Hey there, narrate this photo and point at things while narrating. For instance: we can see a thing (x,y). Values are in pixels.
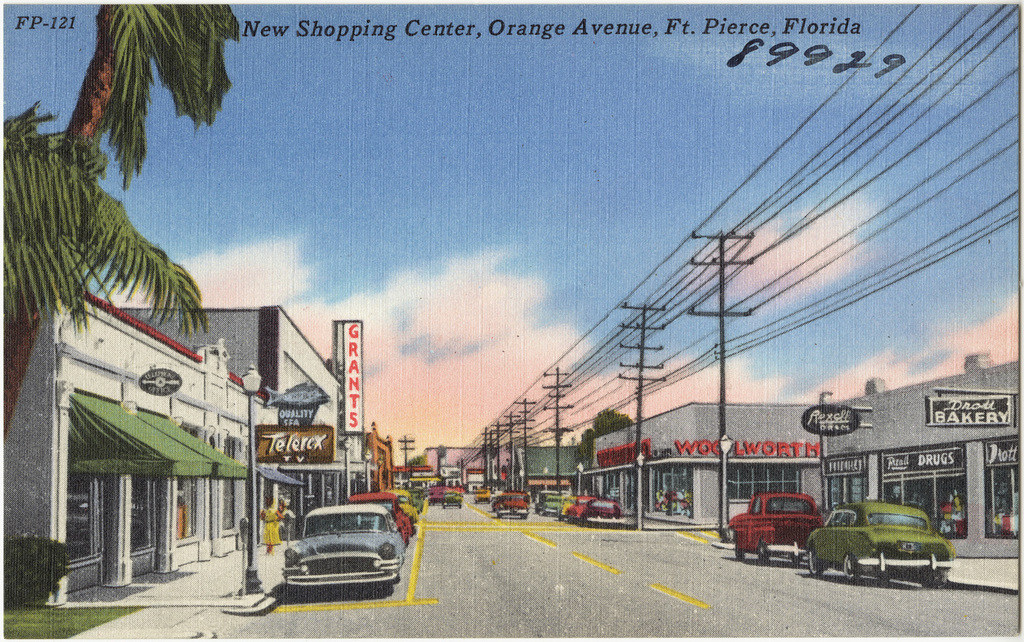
In this image we can see a picture. In the picture there are sky (432,115) with clouds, trees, electric poles (406,453), electric cables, street poles (250,511), street lights (345,482), motor vehicles (358,496) on the road (678,571), persons (268,542) standing on the floor (265,576), ground (74,612), bushes (38,559) and stores (608,456).
